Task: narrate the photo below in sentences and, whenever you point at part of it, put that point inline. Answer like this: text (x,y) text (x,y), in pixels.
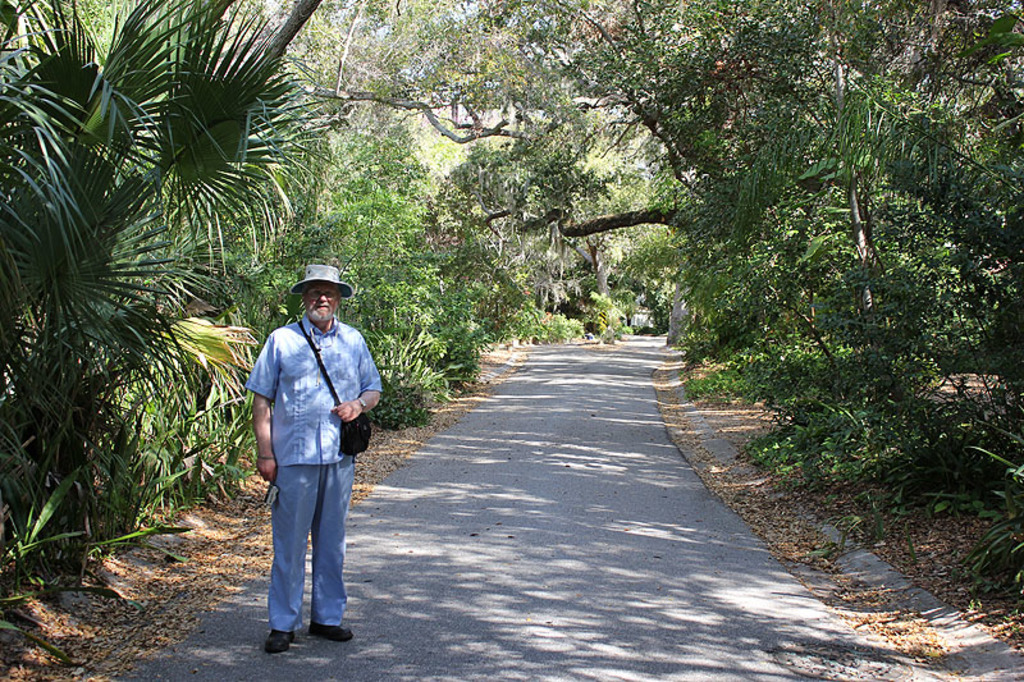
In this image there is a man (339,426) standing on a road (574,541), on either side of the road (527,368) there are trees (469,285).
